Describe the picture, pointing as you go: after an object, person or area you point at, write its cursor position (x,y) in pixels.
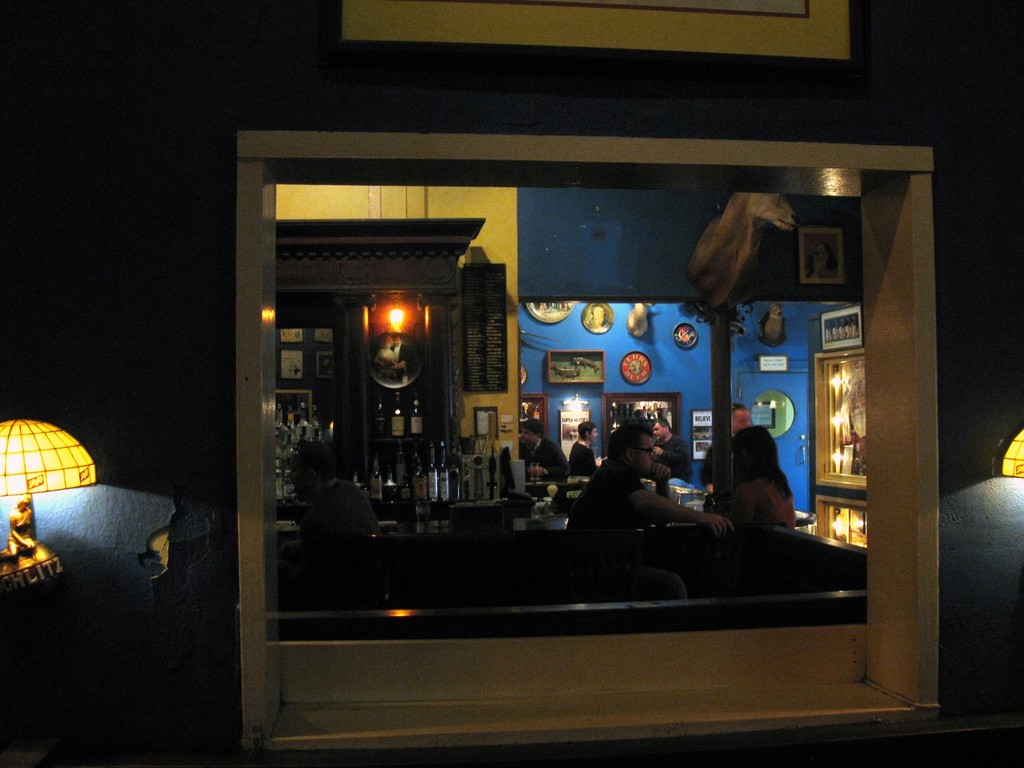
There is a window (554,628). Through that we can see some people (658,496) standing. Also we can see bottles (390,478), lights (402,323). On the wall (623,355) there is a clock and many other items (596,375). Also there is a door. In the back (527,433) there are some people (591,435). On the left (16,454) and right side (1023,437) there is yellow light (74,451).
